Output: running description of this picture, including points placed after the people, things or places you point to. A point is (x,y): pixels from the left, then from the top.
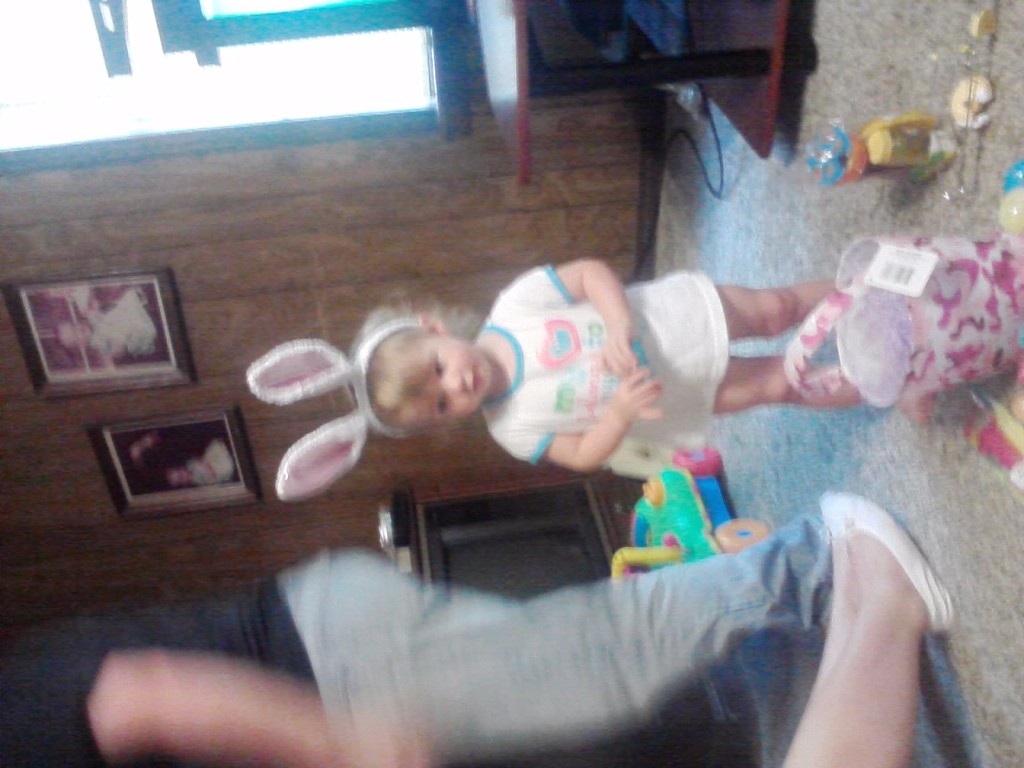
In this picture we can see the floor (941,682), on this floor (952,688) we can see a child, person (713,666), person's legs (661,666), bucket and few objects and in the background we can see a television (521,580), table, photo frames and the wall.
